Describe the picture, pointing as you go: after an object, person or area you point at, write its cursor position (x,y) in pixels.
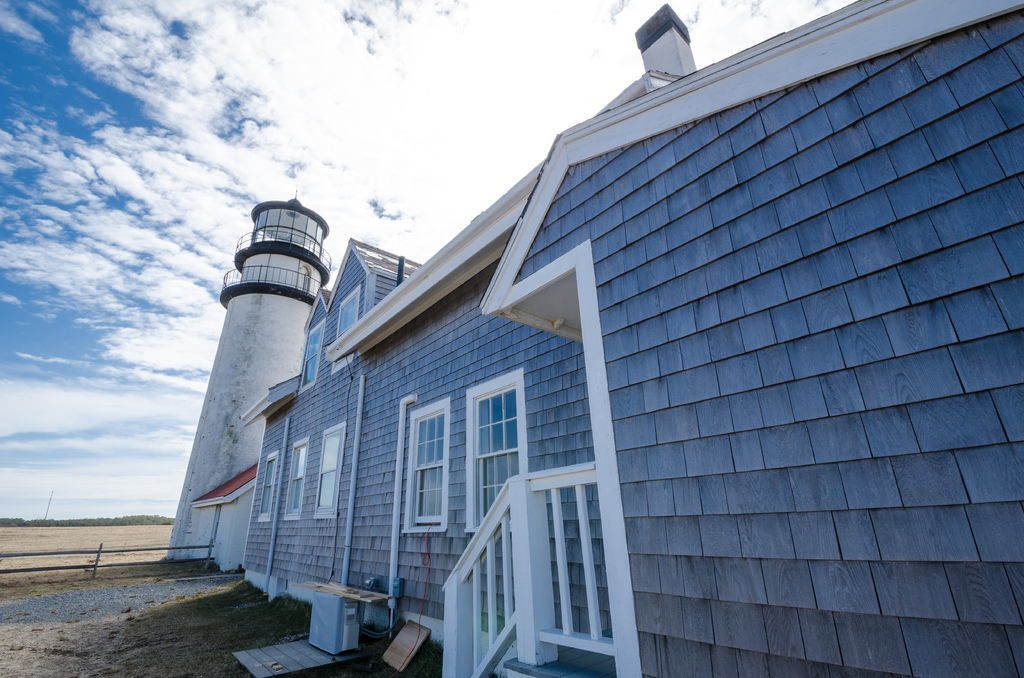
In this image we can see a house (1003,108). There are staircases (455,591). There are windows (472,429). There is a fencing (211,556). There is a tower (292,327). At the top of the image (307,35) there are clouds (266,98).
